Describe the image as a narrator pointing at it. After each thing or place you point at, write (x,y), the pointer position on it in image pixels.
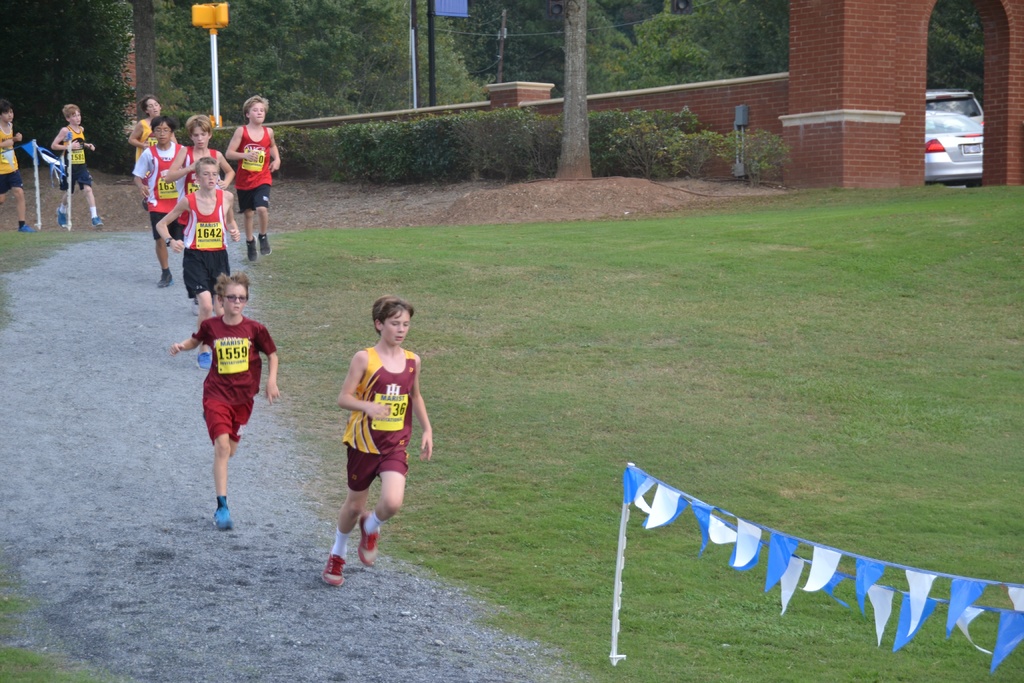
In this image there are few kids (147,189) running on the ground (239,545) in the line. On the right side (789,301) there is a ground (729,280). In the background (827,123) there is an entrance (820,95). There is a car (949,128) on the road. In the background (439,30) there are trees (398,30) and poles (432,28).
